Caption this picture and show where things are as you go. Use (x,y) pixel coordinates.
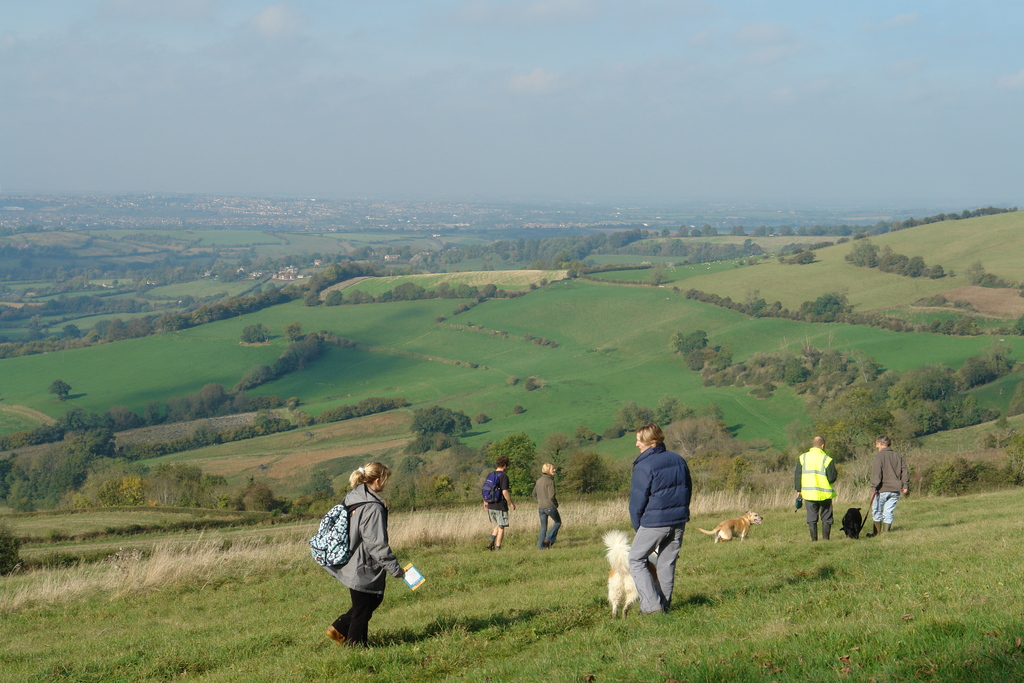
In this picture I can see few people (499,549) walking and few of them holding dogs (846,515) with the help of strings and I can see trees (932,392) and grass (705,611) on the ground (224,639) and I can see a cloudy sky (561,126) and a woman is wearing a backpack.
